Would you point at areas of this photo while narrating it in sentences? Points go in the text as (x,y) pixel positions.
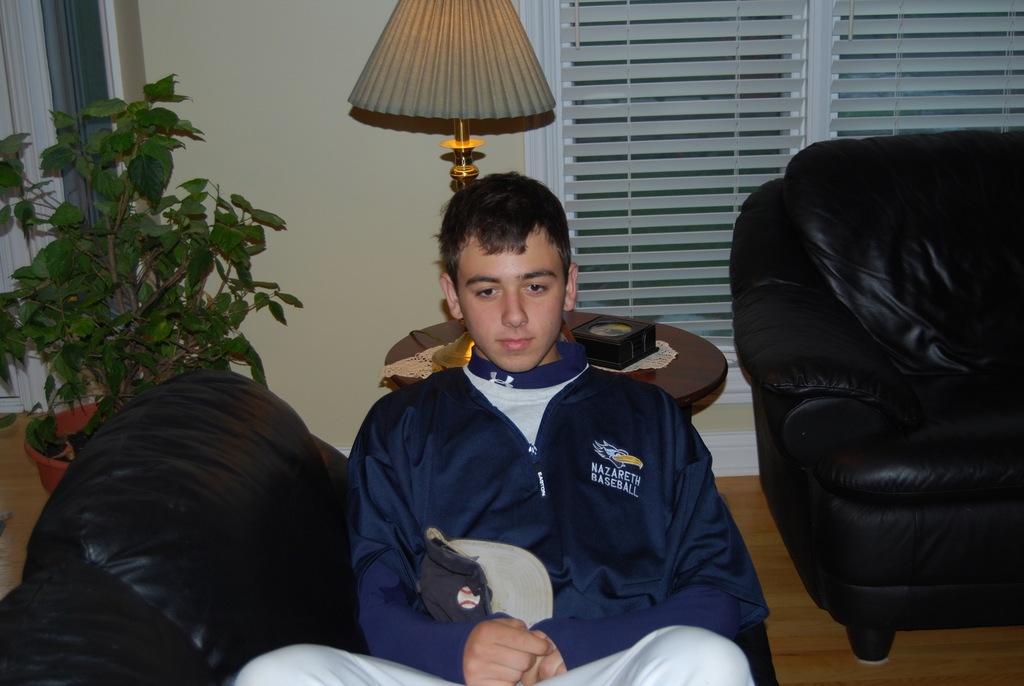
This picture shows a man (406,506) seated on the chair (231,396) and we see a plant (199,222) and a lamp (446,345) on the table (429,332) and we see blinds (597,116) to the window (631,228) and a sofa (885,438) on the side.
